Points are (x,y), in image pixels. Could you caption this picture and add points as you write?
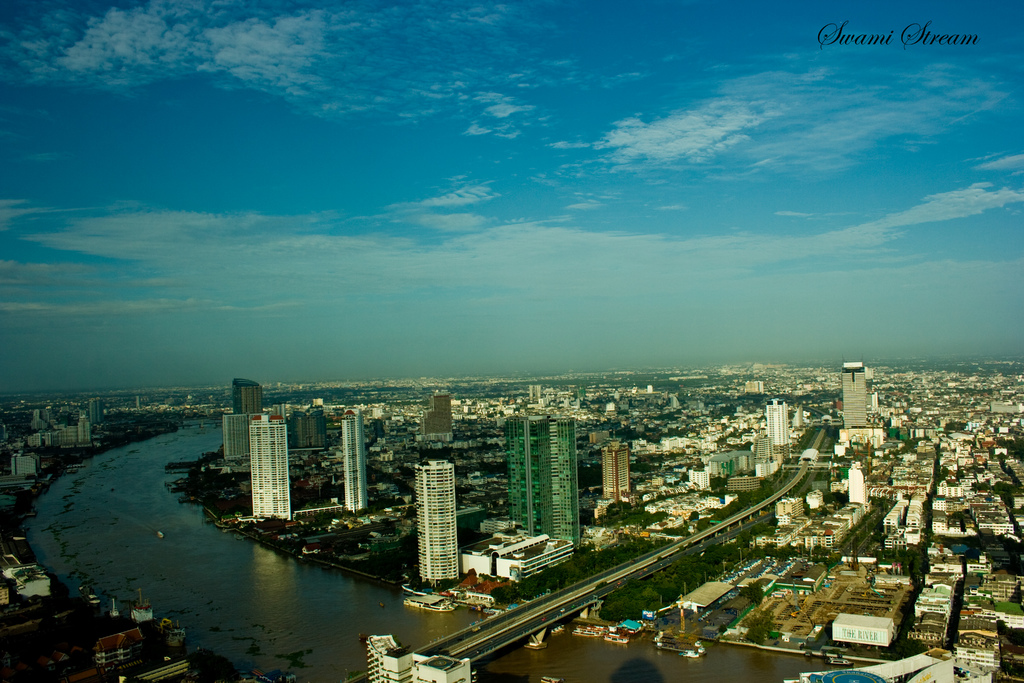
In this picture we can see buildings (554,480), trees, bridge (666,561), boats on water (153,504) and in the background (503,225) we can see the sky (503,225) with clouds (914,219).
